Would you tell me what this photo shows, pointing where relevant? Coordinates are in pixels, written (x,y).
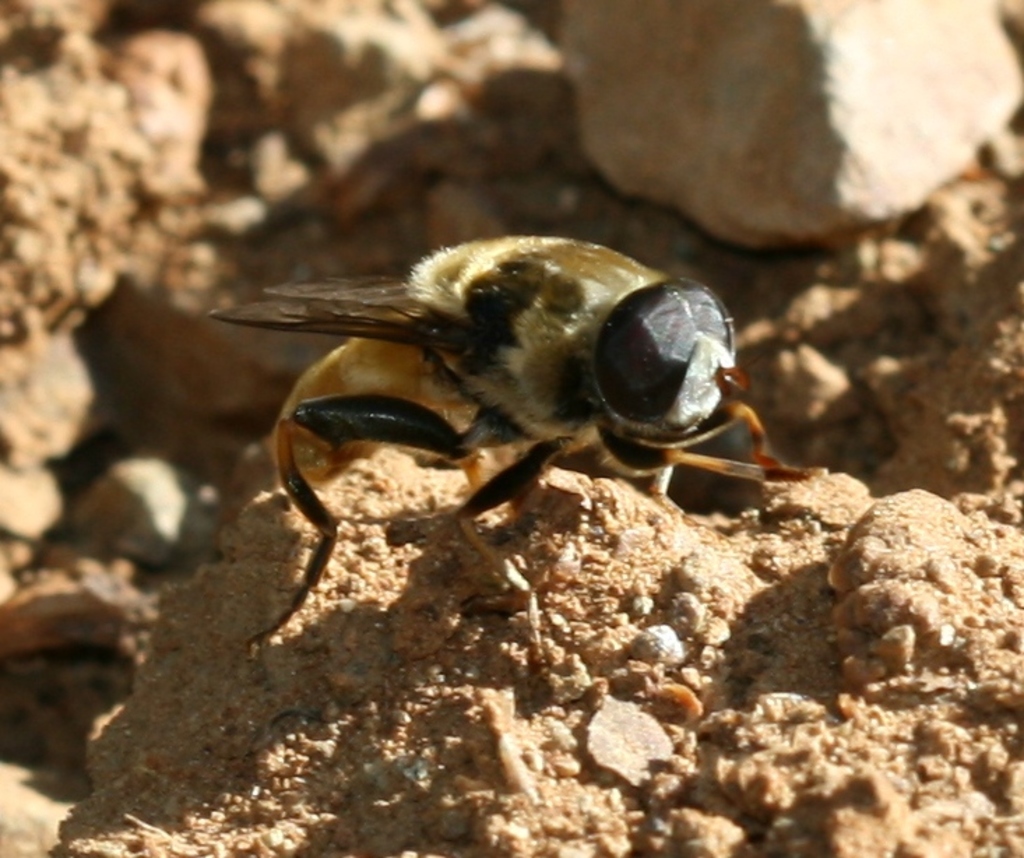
In this picture we can see an insect (329,545) and in the background (96,433) we can see stones (950,240).
